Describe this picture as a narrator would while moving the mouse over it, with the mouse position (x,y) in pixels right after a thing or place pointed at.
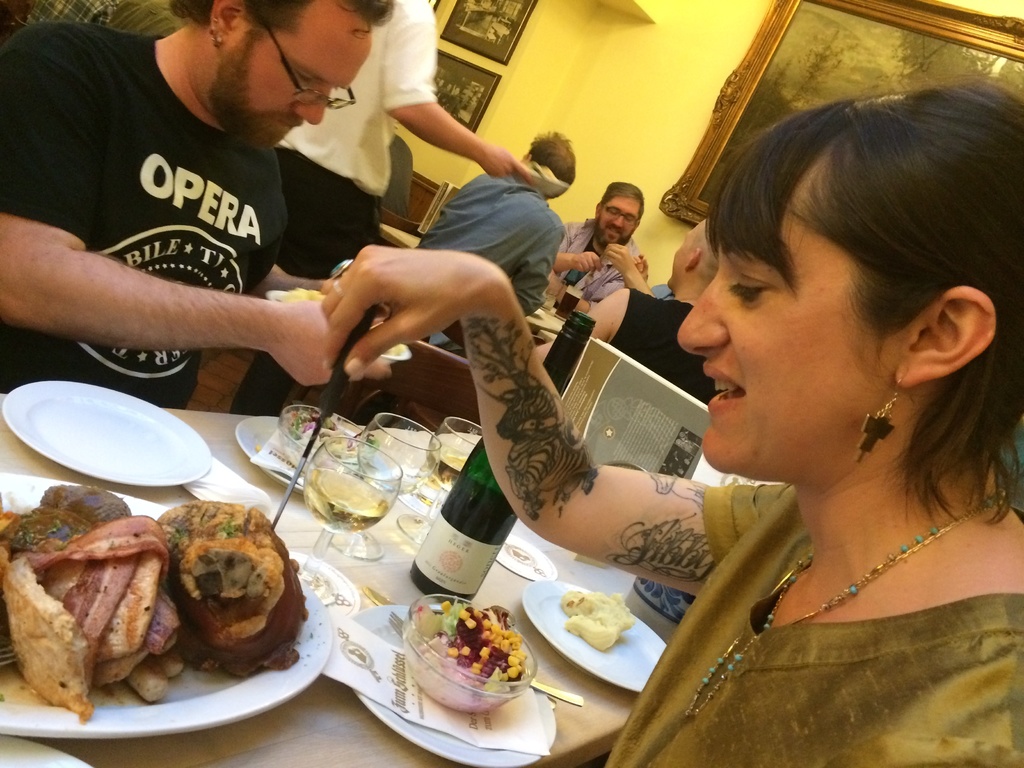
On the right (853,416) there is a woman (963,400) who is wearing green t-shirt (1000,763), earring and locket (863,578). She is holding a knife (333,390). She is standing near to the table (524,551). On the table (537,537) we can see wine glasses (426,455), wine bottle (491,501), papers (616,406), meat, cups (670,614), plates (546,702), sticks (562,699), bread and other items (469,654). On the left (109,214) there is a man (301,103) who is wearing black t-shirt (127,245) and the spectacle (294,95). In the background (661,346) we can see the group of persons (595,288) were sitting on the chair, behind them we can see the wall (618,104). On the wall (688,123) we can see the painting (762,78) and frames (439,84).
